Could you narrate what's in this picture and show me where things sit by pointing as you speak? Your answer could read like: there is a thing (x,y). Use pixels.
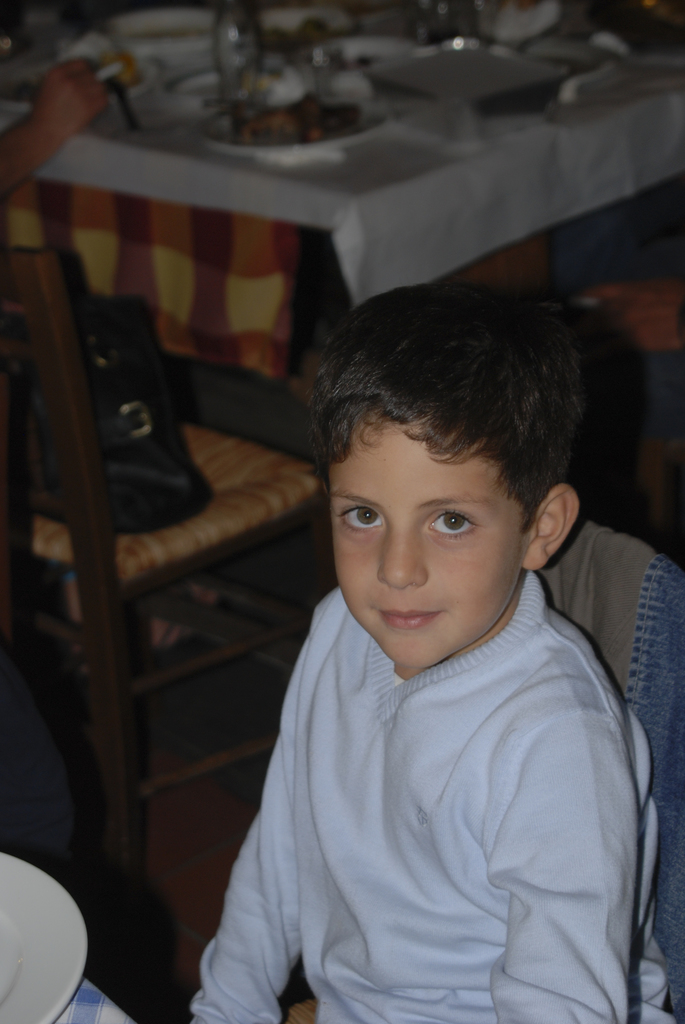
This is the picture of a boy (428,739) in light sweater (491,768) was sitting on a chair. In front of the boy (387,872) there is a table (71,1003) in the table (50,958) there is a plate (60,951). Behind the boy (386,806) there is a chair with bag (100,315), table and the table (275,190) is covered with cloth (247,230) and on the table (216,208) there are plates (474,74) and some food items (282,105).
